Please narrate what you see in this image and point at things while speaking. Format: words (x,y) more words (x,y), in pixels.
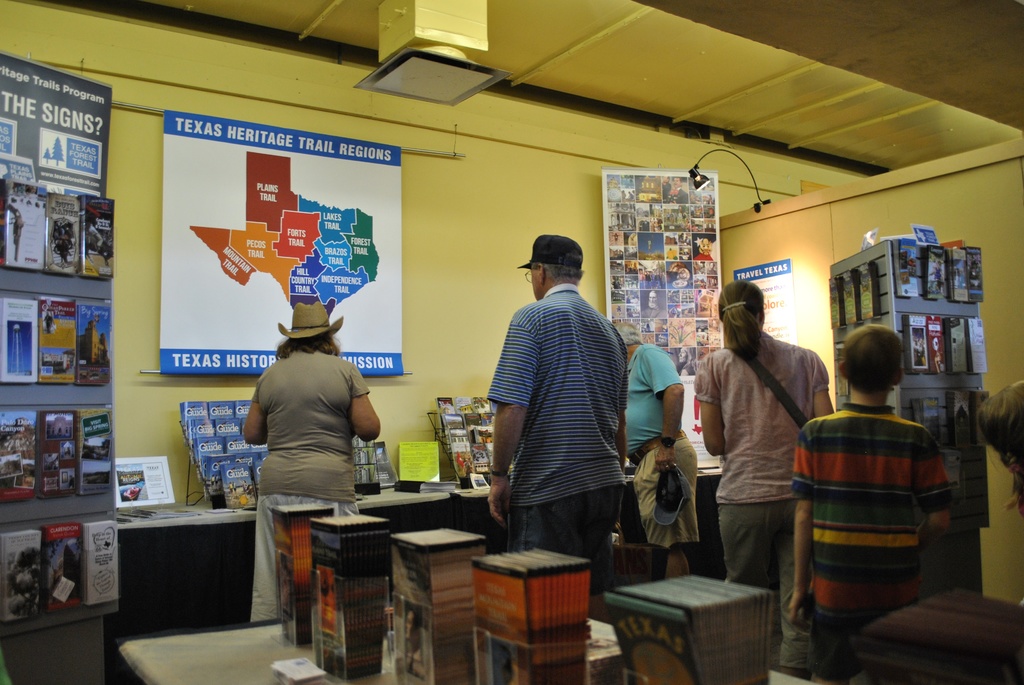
Persons (740,505) are standing, this are posters (252,235), this is wall (464,243) and these are books (556,612) and light (703,186).
